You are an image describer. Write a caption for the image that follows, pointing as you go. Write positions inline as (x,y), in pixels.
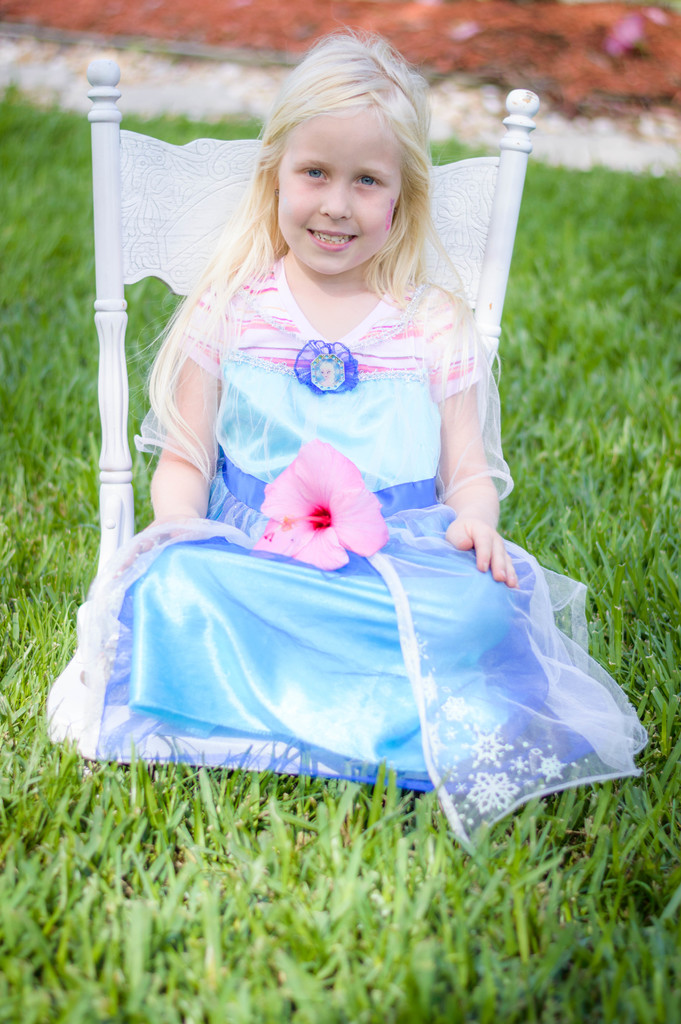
In this image I see a girl (483,584) who is smiling and she is wearing white, pink and blue color dress (301,408) and there is a pink color flower (303,500) on her and I see the white chair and I see the green grass (26,403). In the background (138,31) I see the white and orange color thing (462,65) and I see that it is blurred.
